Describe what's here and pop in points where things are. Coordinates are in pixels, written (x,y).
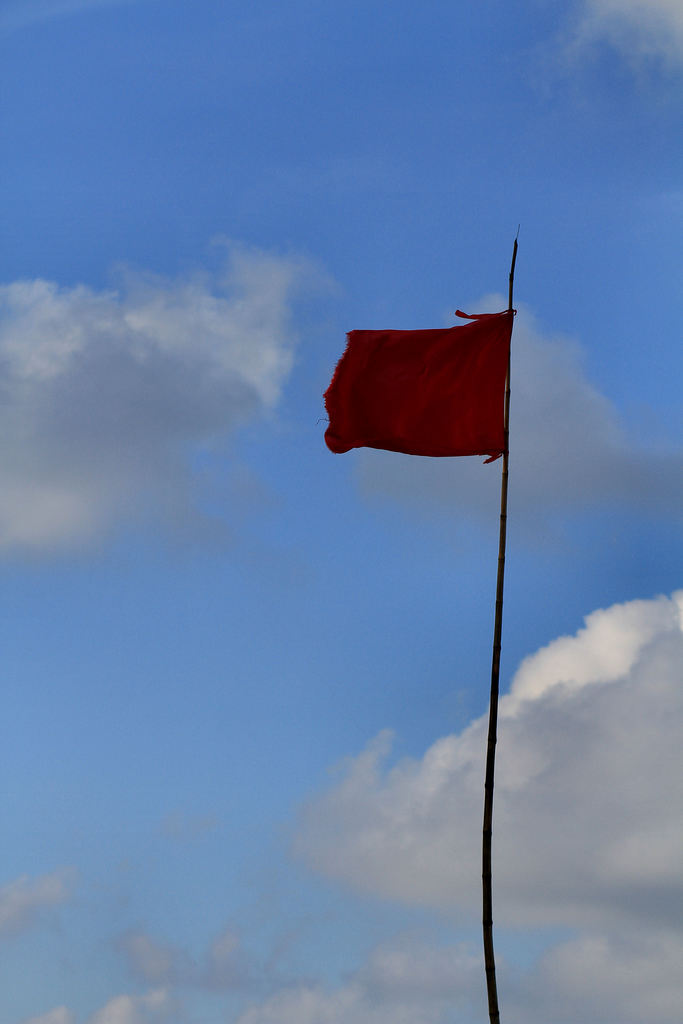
In this picture we can see a flag (493,749) and in the background (265,721) we can see sky (193,710) with clouds (515,745).
